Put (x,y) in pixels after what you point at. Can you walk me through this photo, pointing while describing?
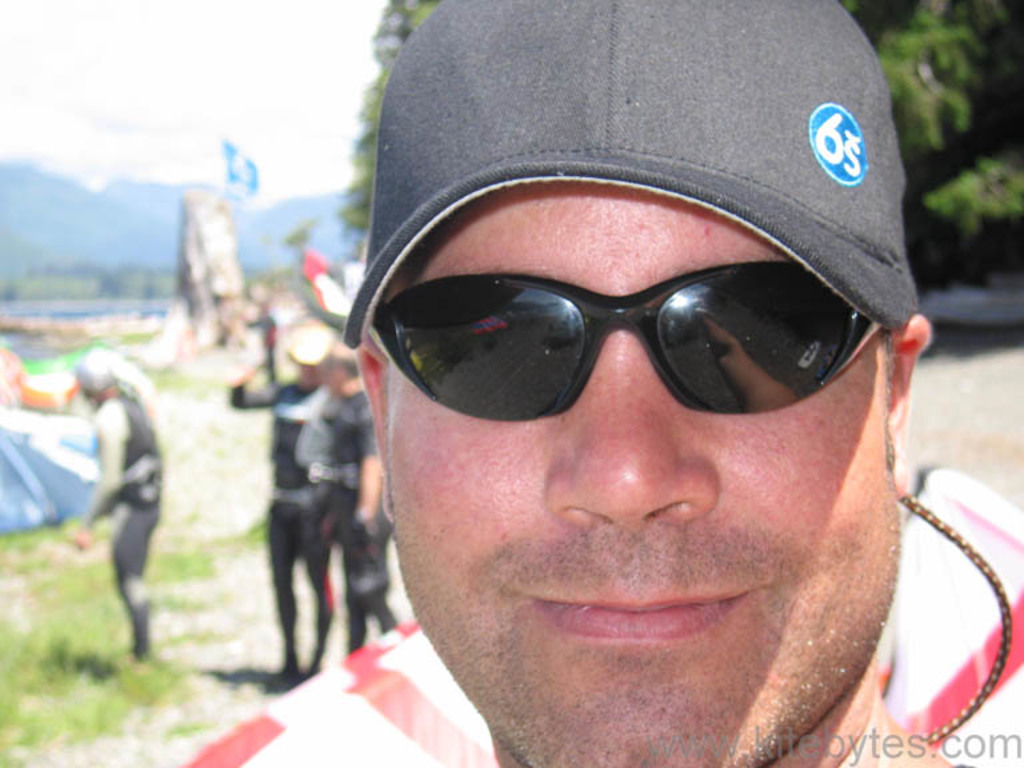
A person (750,541) is present wearing a cap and black goggles (487,341). There are other people (339,489) and trees (1005,115) at the back (1022,114). The background (249,147) is blurred.
